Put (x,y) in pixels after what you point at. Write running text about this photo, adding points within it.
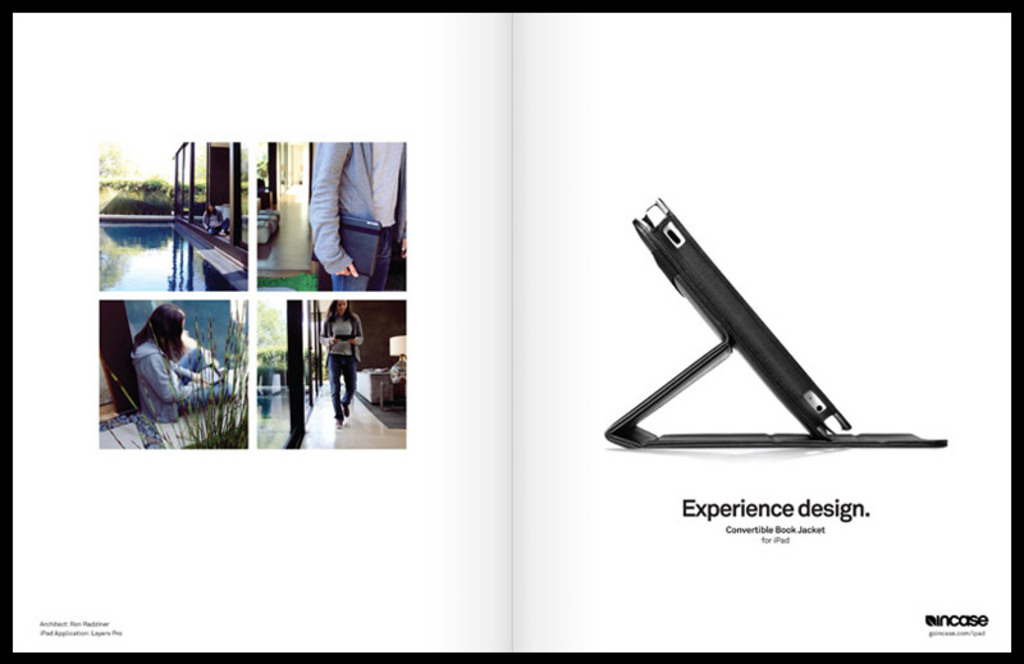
This is a collage image where we can see a few people (346,344), water (219,285), building (291,353), plants (284,367) and a tablet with a cover case (831,440) and some text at the bottom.
